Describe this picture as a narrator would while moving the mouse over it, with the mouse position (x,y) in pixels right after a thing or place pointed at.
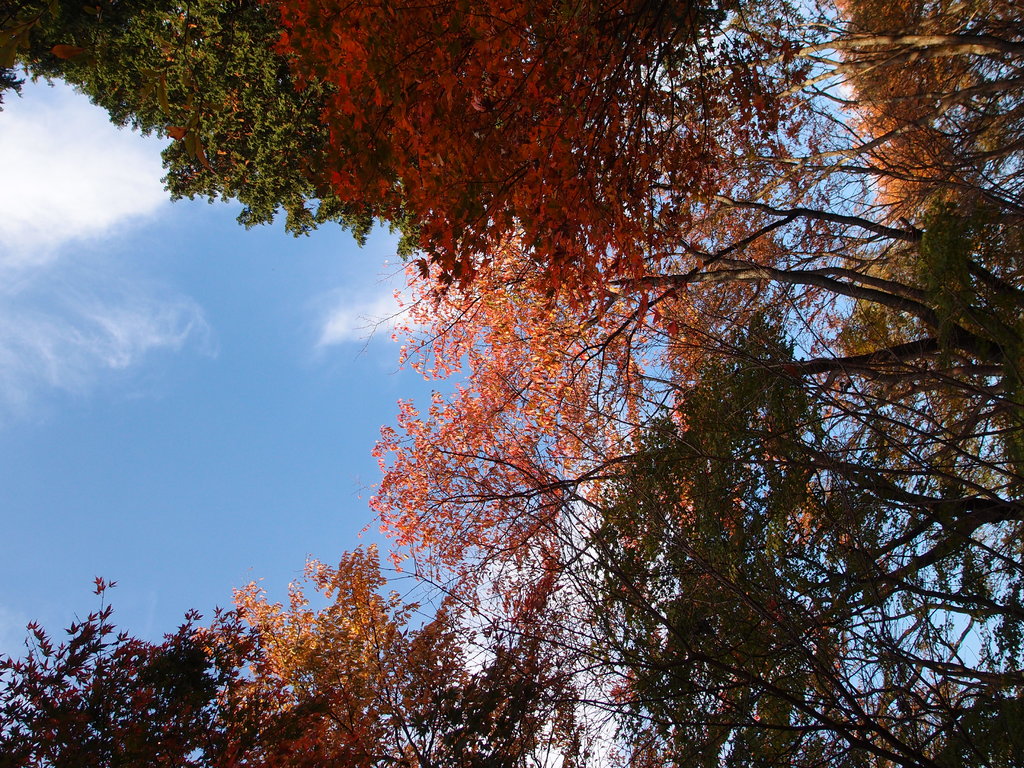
We can see trees (292,588) and sky (261,334) with clouds (101,211).
